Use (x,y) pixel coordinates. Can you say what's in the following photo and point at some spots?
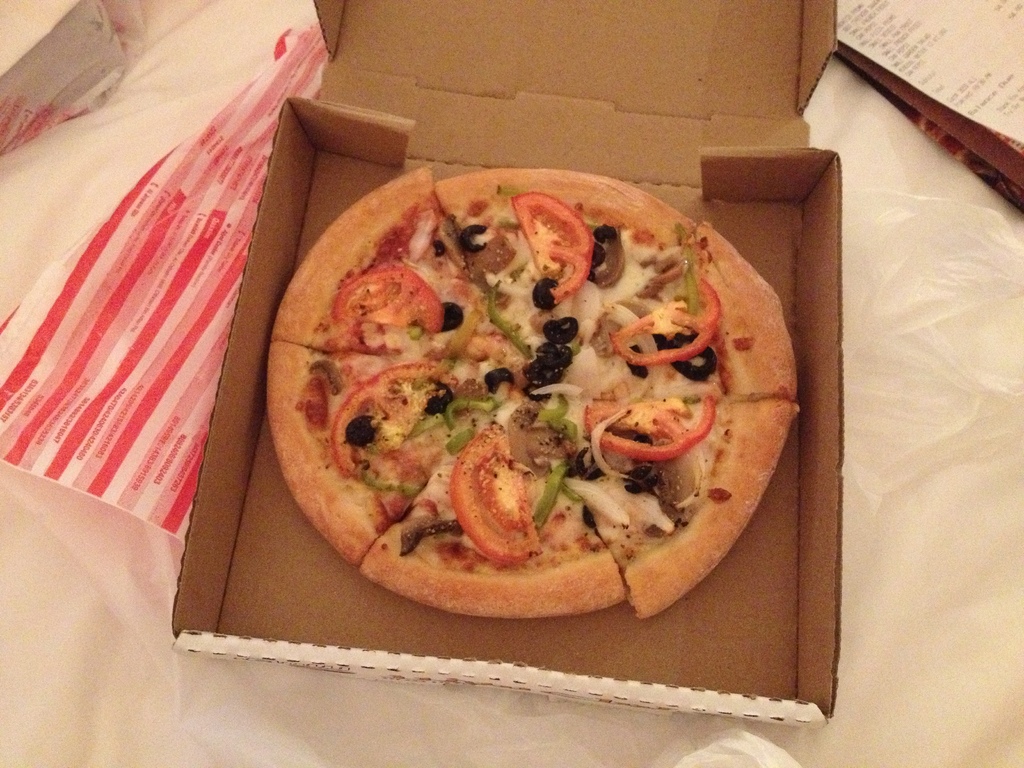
In this picture I can see pizza (486,419) in a pizza box (475,117), this pizza box (461,130) is on a white color surface (257,58). I can also see some other objects (156,161) in the image.
